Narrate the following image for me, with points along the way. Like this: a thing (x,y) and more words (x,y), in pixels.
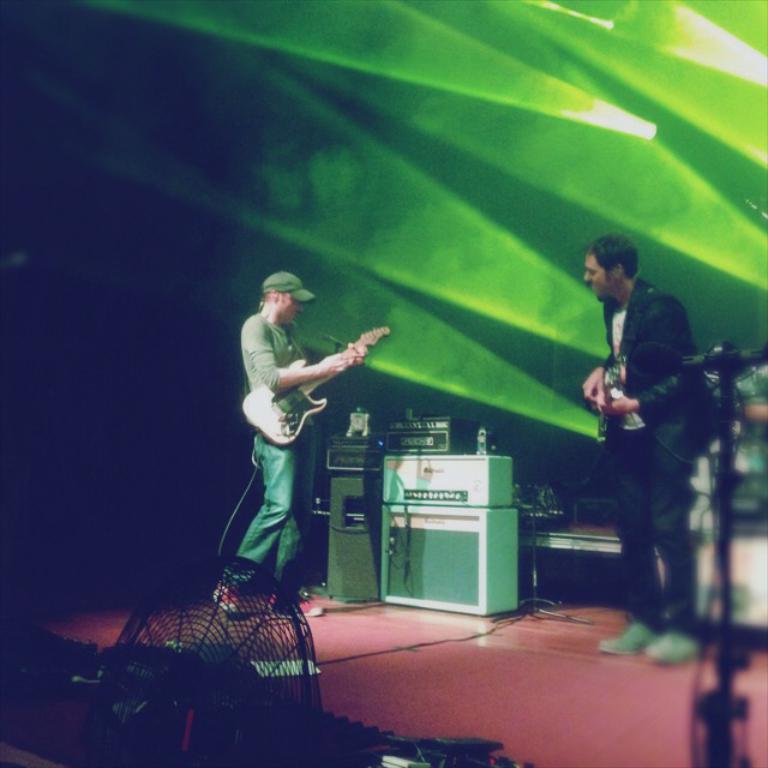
This person (292,373) is playing guitar (304,405). This man (683,382) wore suit (664,445) and playing guitar (614,386). These are devices (484,462). On top (750,65) there are focusing lights (750,53). In-front of this stage (353,684) there is a table fan (200,655).
